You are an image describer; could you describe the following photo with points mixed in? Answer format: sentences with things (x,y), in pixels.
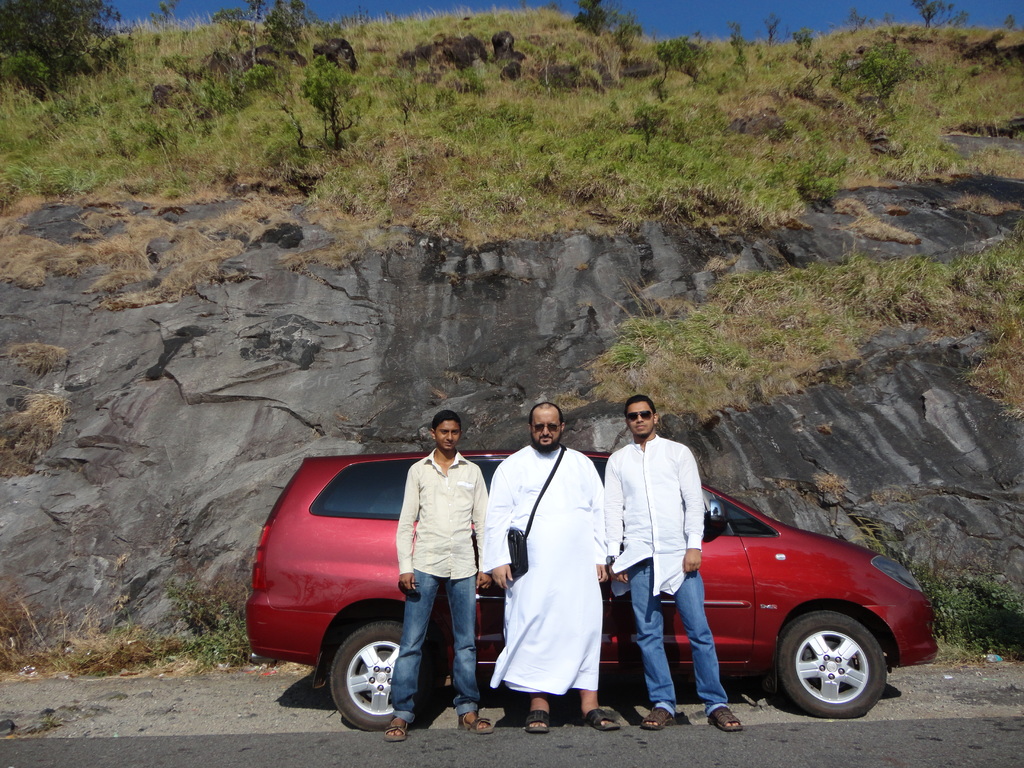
In this image I can see three people (538,665) standing in-front of car (612,661) on the road (306,747), behind them there is a mountain (186,396) on which we can see some plants (221,603) and grass (964,89).
